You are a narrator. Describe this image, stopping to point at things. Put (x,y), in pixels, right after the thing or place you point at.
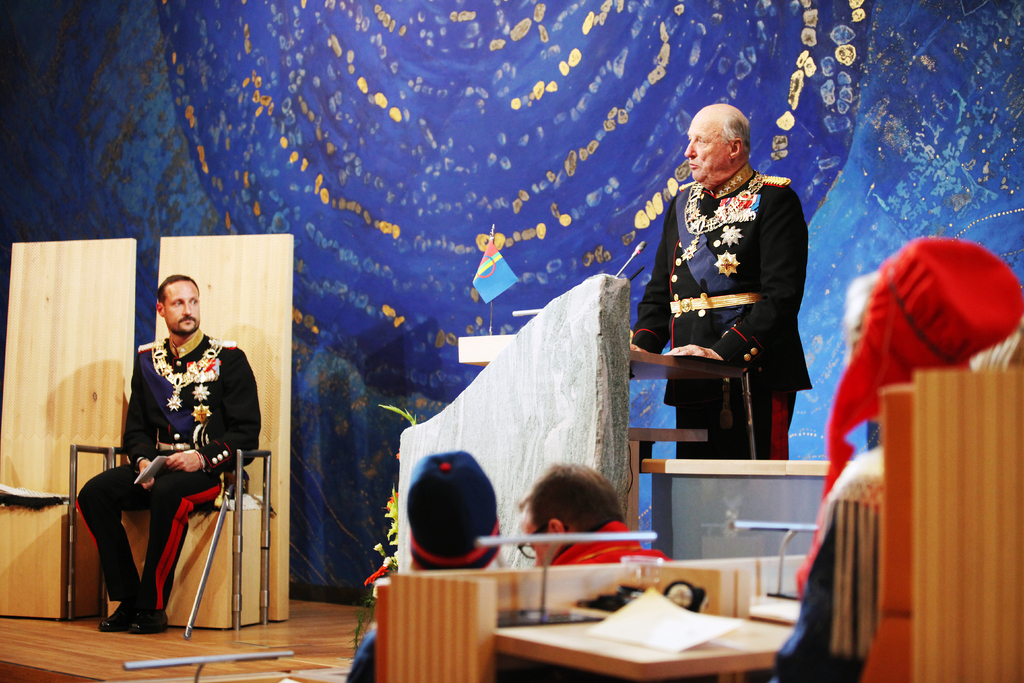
In this image we can see a few people (575,495), among them one person (658,294) is standing in front of the podium (591,386), on the podium (600,302), we can see a mic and a flag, there is a table (707,571) on the table (614,650) we can see papers (653,639) and some other objects (694,606), in the background (182,100) it looks a curtain (195,108).
